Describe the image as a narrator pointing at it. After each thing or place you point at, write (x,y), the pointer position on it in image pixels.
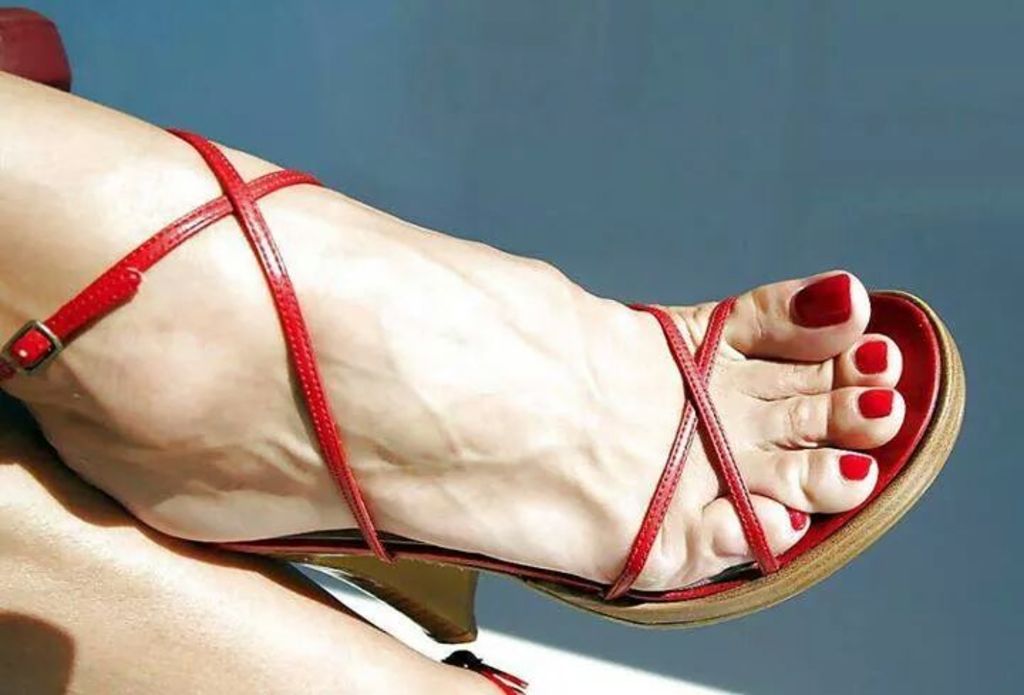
In this image, I can see a person's foot (500,546) with a footwear (831,523). There is a blue background (265,52).
